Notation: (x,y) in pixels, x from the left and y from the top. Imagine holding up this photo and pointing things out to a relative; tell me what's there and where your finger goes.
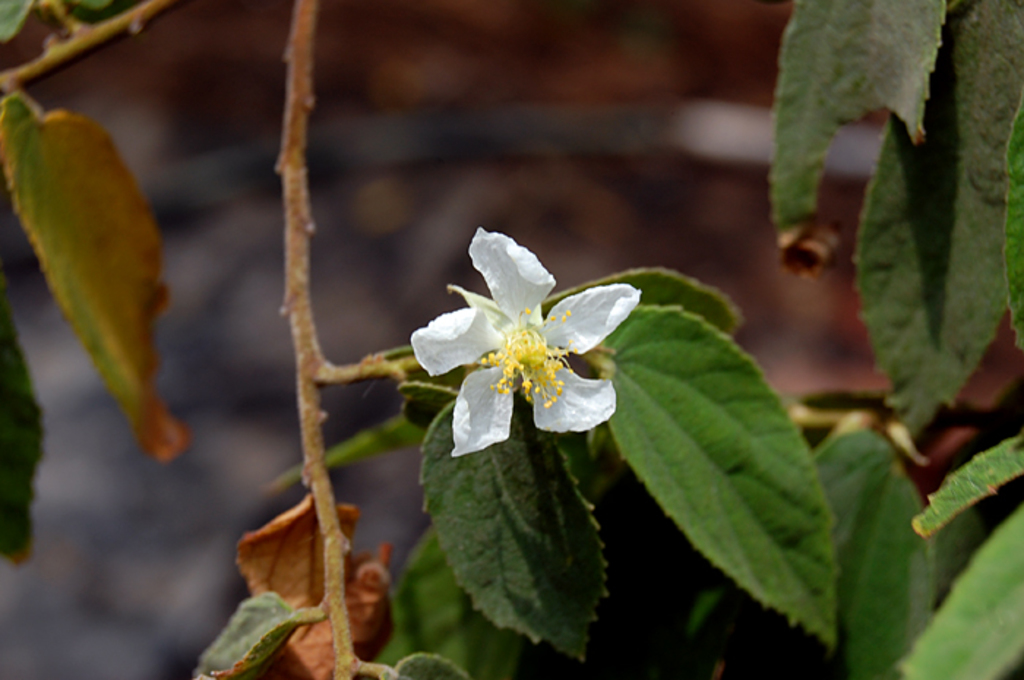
In the foreground of this picture (607,389), there is a flower (496,400) and leaves (377,644) to a stem (299,289) and in the background (33,149), there is a stem (34,62) and leaves (940,206).
